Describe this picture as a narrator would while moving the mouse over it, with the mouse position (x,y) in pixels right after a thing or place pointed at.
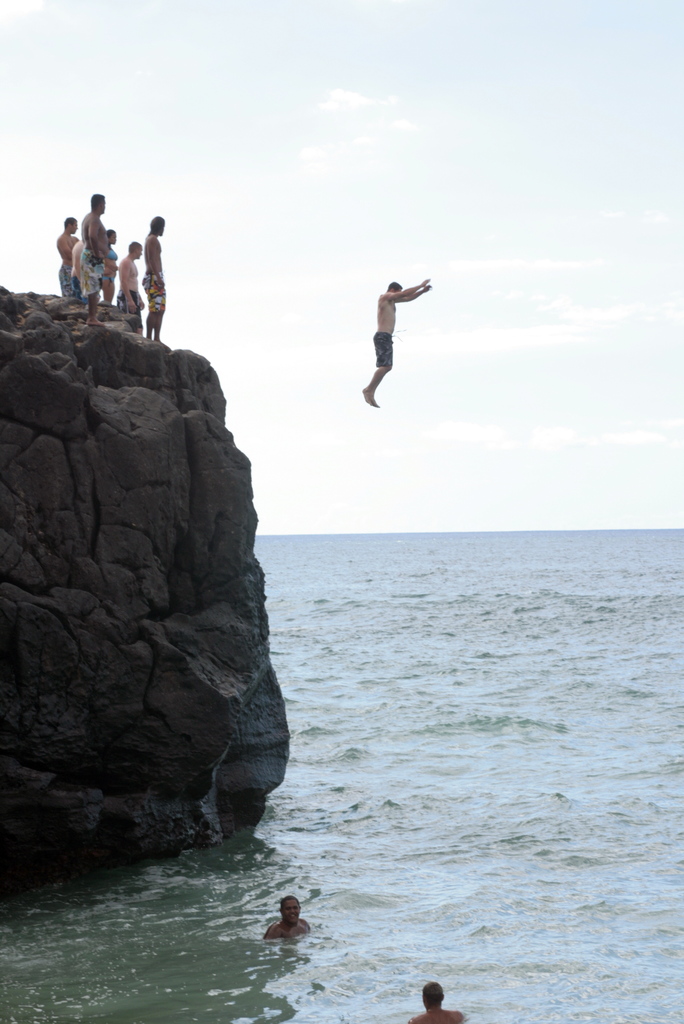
In this image we can see a group of people (108,254) standing on the rock (145,501), a person (386,319) is jumping, two people (448,1011) are swimming in the water (439,747) and the sky (459,357) in the background (412,305).
